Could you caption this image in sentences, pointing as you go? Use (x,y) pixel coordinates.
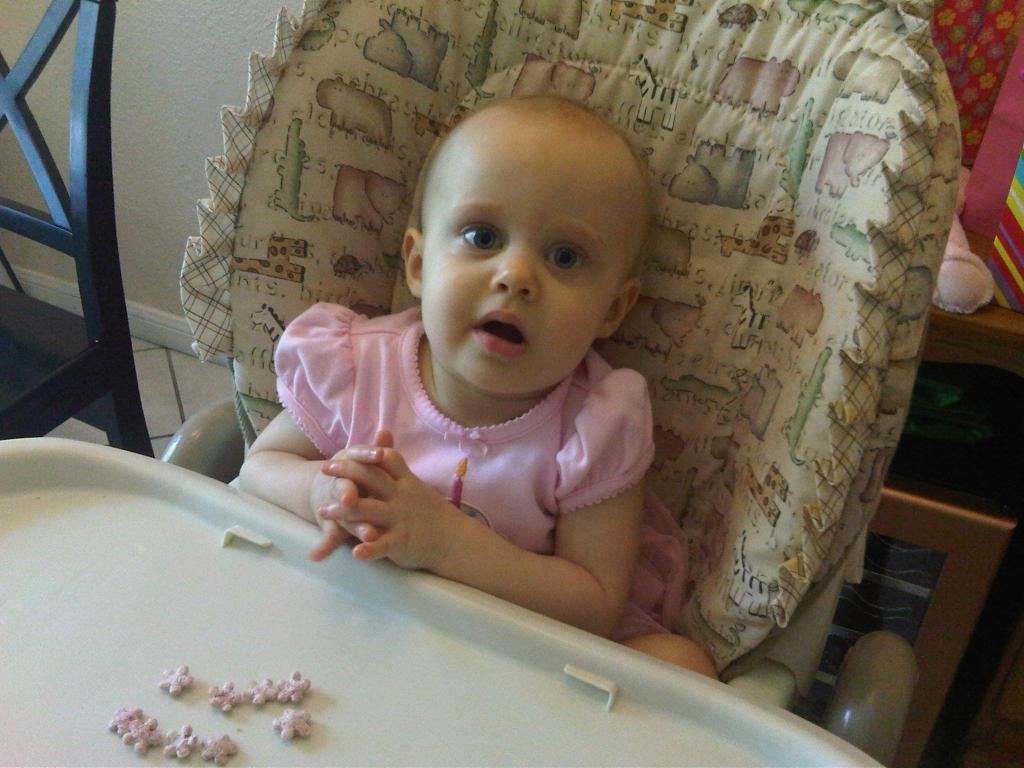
In this image we can see a baby (512,488) sitting on a chair (240,241) in front of the table (291,650). On the left side (51,232) image we can see a chair (49,350). In the background (140,242) there is a wall (165,9) and cupboards (927,520).
